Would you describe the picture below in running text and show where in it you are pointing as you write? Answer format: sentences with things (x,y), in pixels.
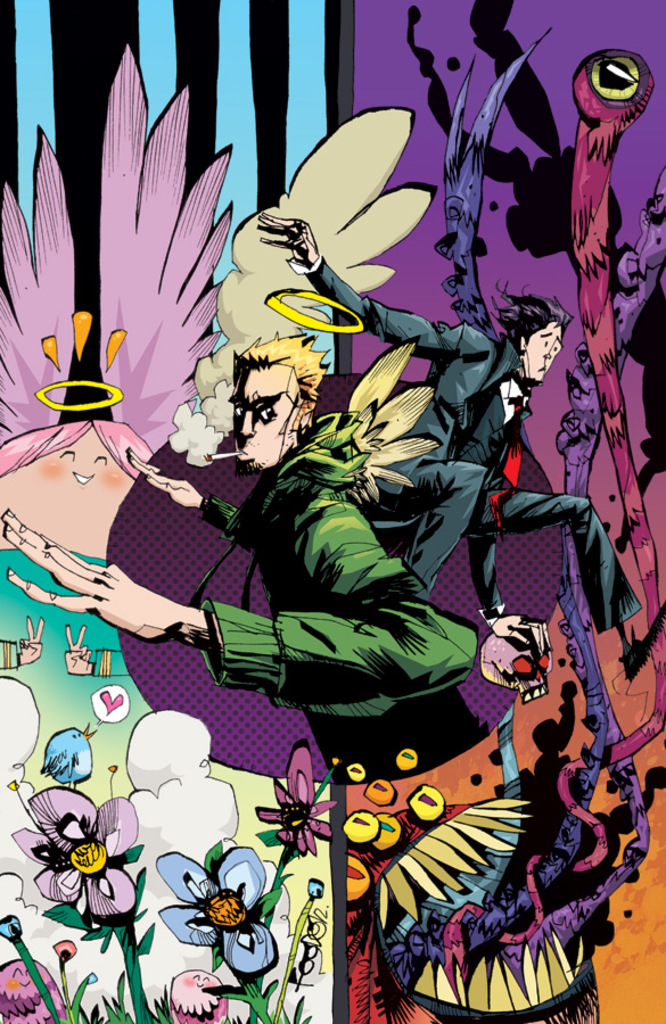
This is a cartoon image. Here I can see the images of two persons (344,596), flowers (217,850) and animals (451,913).
